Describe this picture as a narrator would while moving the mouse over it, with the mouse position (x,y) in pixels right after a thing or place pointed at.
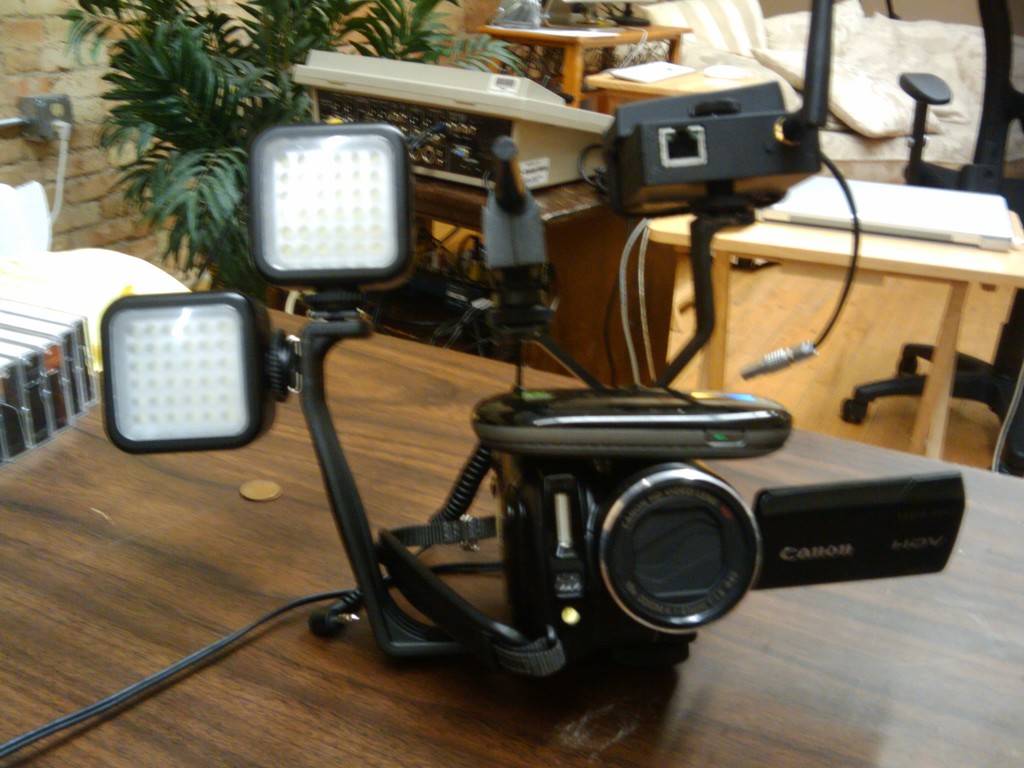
In this image on the table (742,676) there is a camera (627,566) with the name (795,560) written canon. In the background (750,75) there is a chair (996,109), table (887,244), plants (301,37) and wall (90,147).
